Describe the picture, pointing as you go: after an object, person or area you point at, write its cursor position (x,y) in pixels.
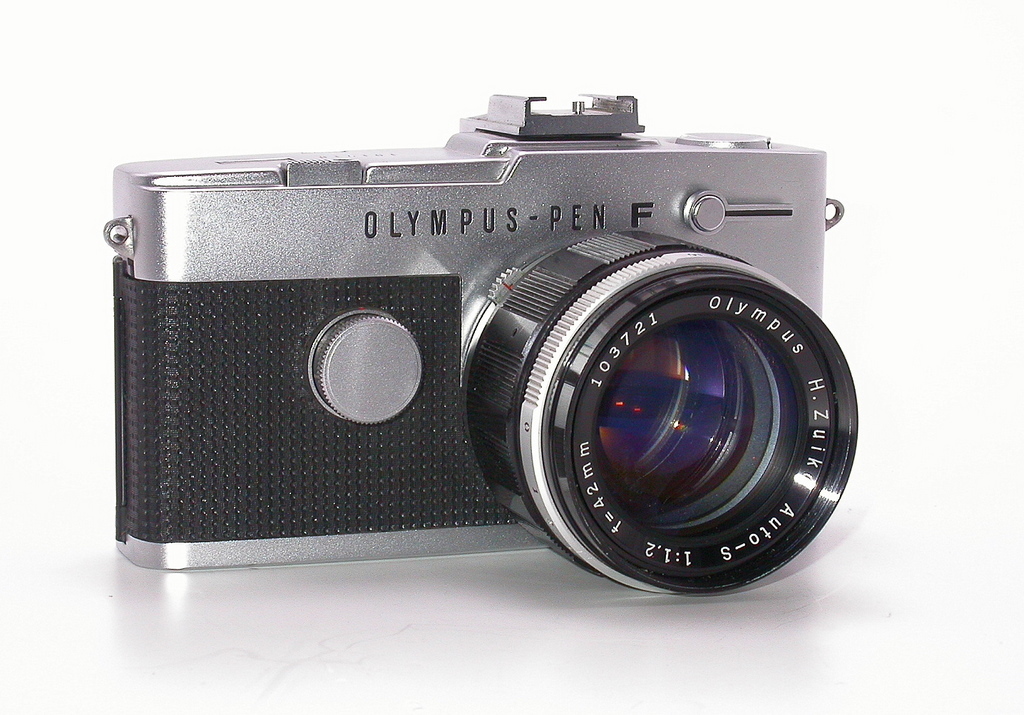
In the middle of the image (397,244) there is a camera (420,484) on the white surface (510,610). The camera (305,325) is gray and black in colors. There is a text (533,216) on the camera (522,225).
